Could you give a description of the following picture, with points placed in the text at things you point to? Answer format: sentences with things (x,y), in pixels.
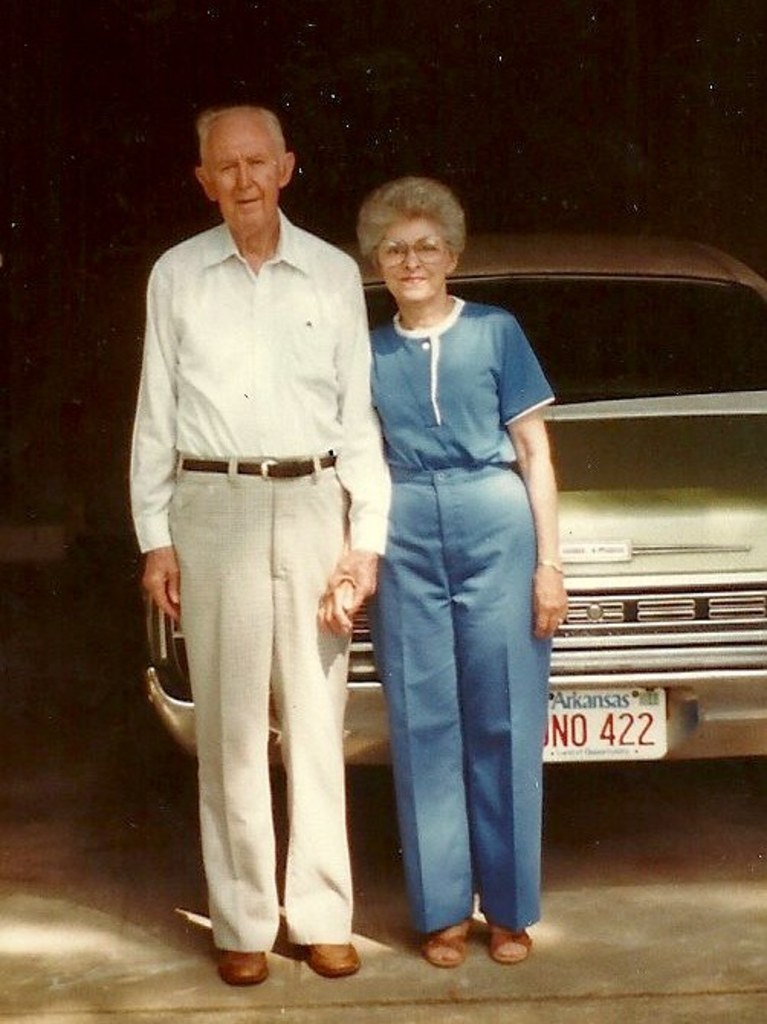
In this picture we can see two people (490,798) and a vehicle (581,758) on the ground (373,806) and in the background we can see it is dark.
